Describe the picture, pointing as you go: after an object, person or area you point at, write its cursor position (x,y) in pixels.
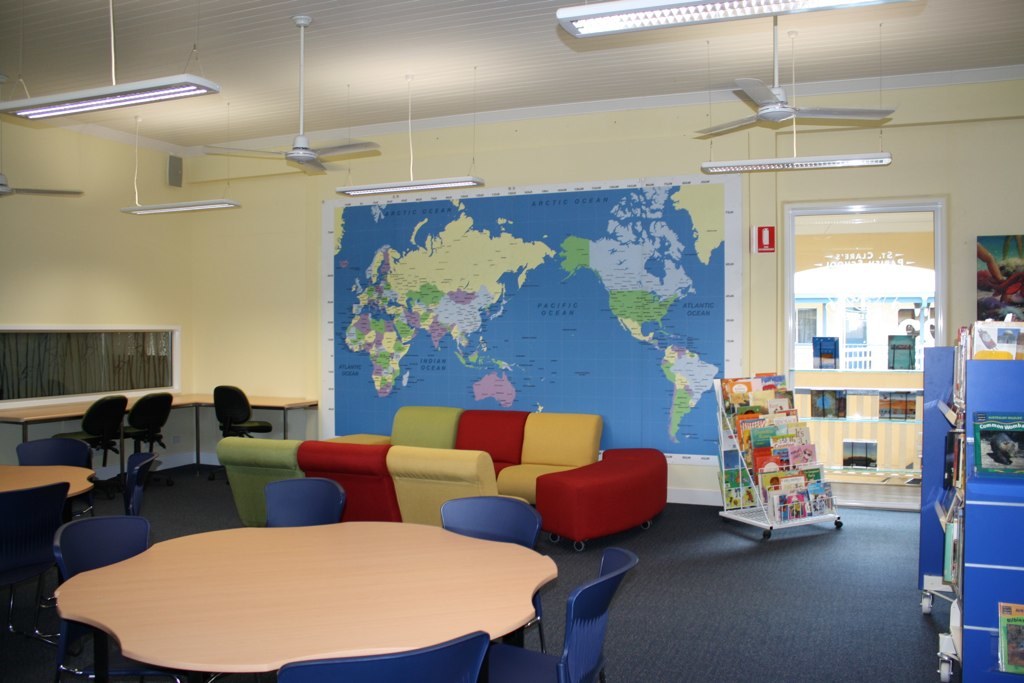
At the bottom of the image (283,560) there is a table (526,564) with chairs (270,510). Behind them also there are few tables (69,412) and chairs (92,427). And also there is a sofa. There is a wall (297,206) with map (423,332) and also there are windows (90,350). At the top of the image (283,81) there is ceiling (285,45) with lights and fans (302,38) are hanging. And also there is a glass (863,284) with posters (1011,242) and in front of the door (873,297) there is a small cupboard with books (792,456). On the right corner of the image (958,421) there is a cupboard (969,415) with books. Behind the glass door (849,298) there is an arch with wall (856,407) and also there is another building (855,301).
